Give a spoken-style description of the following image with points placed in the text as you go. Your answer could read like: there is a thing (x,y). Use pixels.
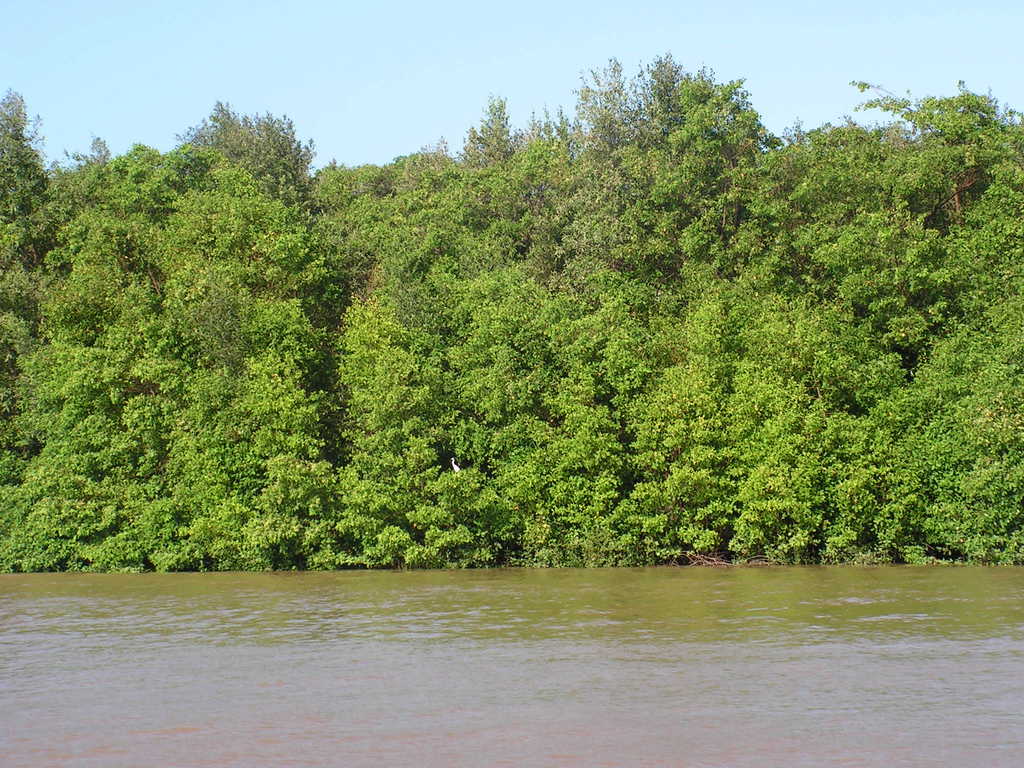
In this picture I can see water (531,636), there are trees (556,248), and in the background (372,48) there is the sky (822,38).
